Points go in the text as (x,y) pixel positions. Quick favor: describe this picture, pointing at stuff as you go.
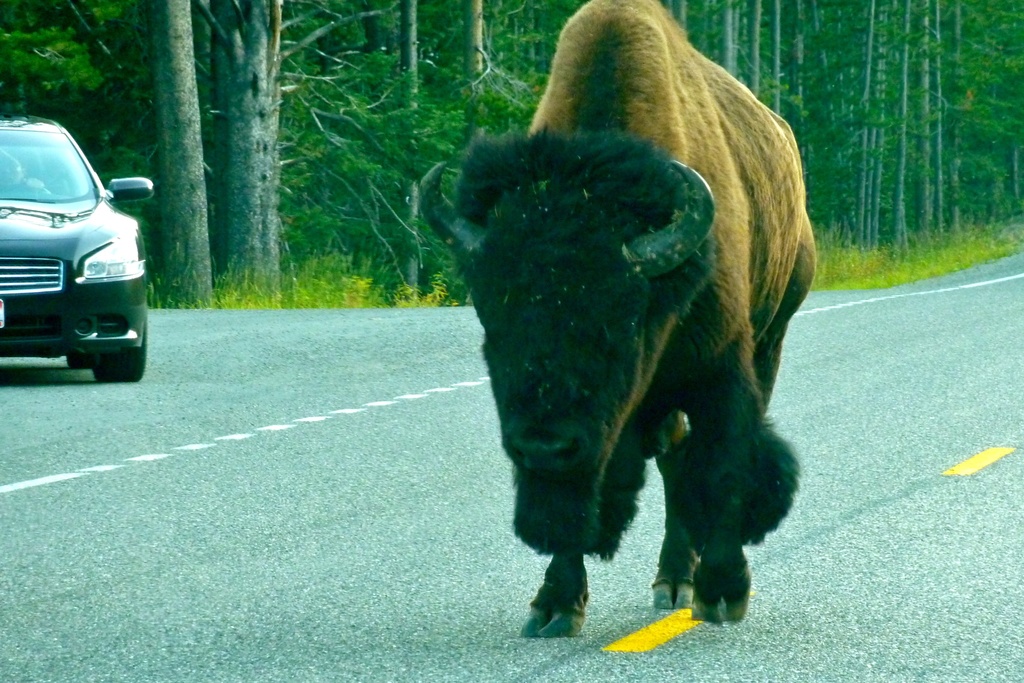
In this image we can see an animal (575,225) such as a bull (639,306) on the road (813,483). On the left (92,276), we can see a car (86,262). In the background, we can see the grass (317,273), tree trunks (243,96) and trees (296,251).
